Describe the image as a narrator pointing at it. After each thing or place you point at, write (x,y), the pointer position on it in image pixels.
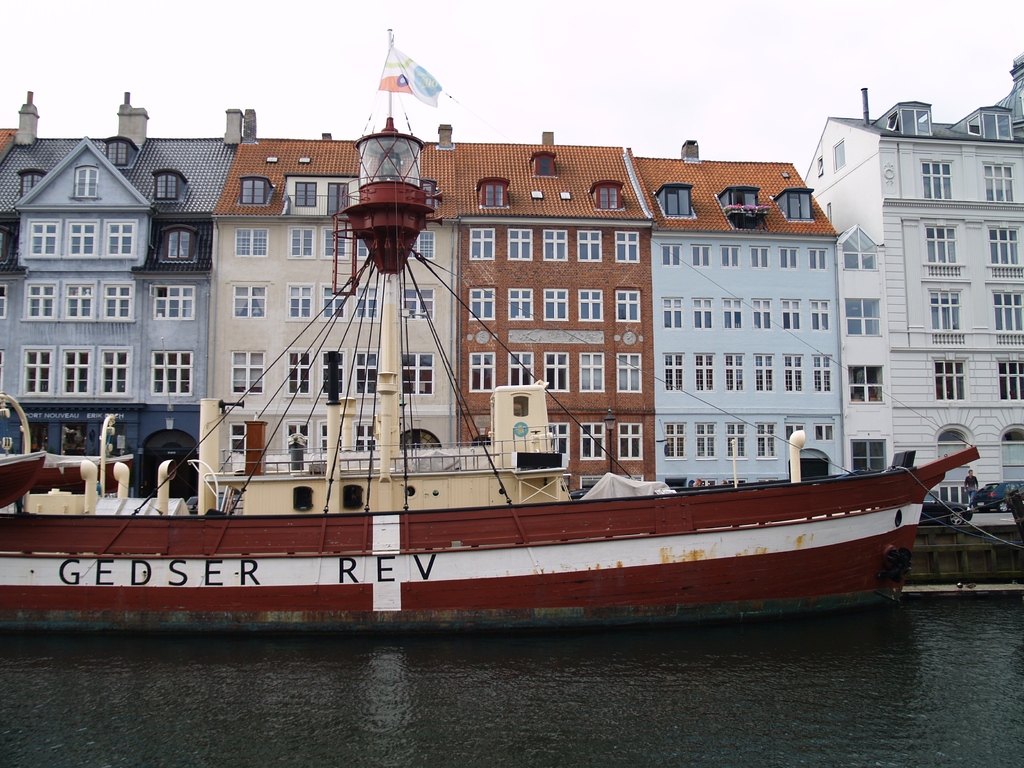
In this image we can see water (569,642), boat (473,594), flag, vehicles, buildings (579,310), and a person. In the background (477,142) there is sky (637,146).
